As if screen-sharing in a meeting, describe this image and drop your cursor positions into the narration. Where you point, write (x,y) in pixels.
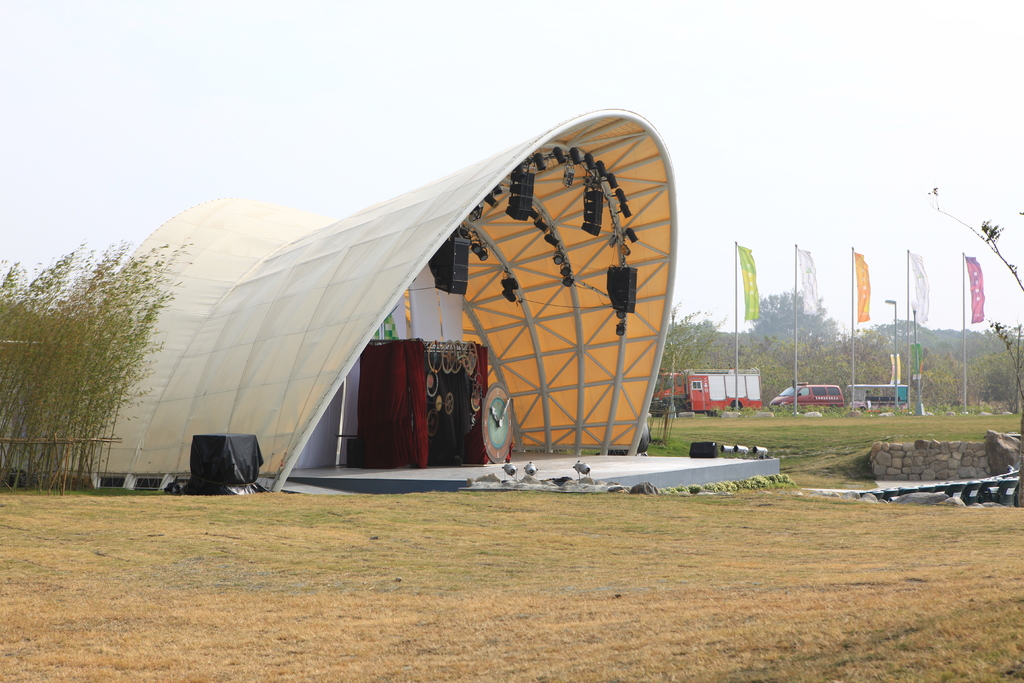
This looks like a tent (260,224). These are the show lights (477,246) hanging. I can see an object (212,449), which is covered with a black sheet (240,467). These are the flags (981,293) hanging to the poles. I can see a truck (718,391) and a van (793,390), which are parked. This is the wall (962,466). I can see the trees (681,361).
